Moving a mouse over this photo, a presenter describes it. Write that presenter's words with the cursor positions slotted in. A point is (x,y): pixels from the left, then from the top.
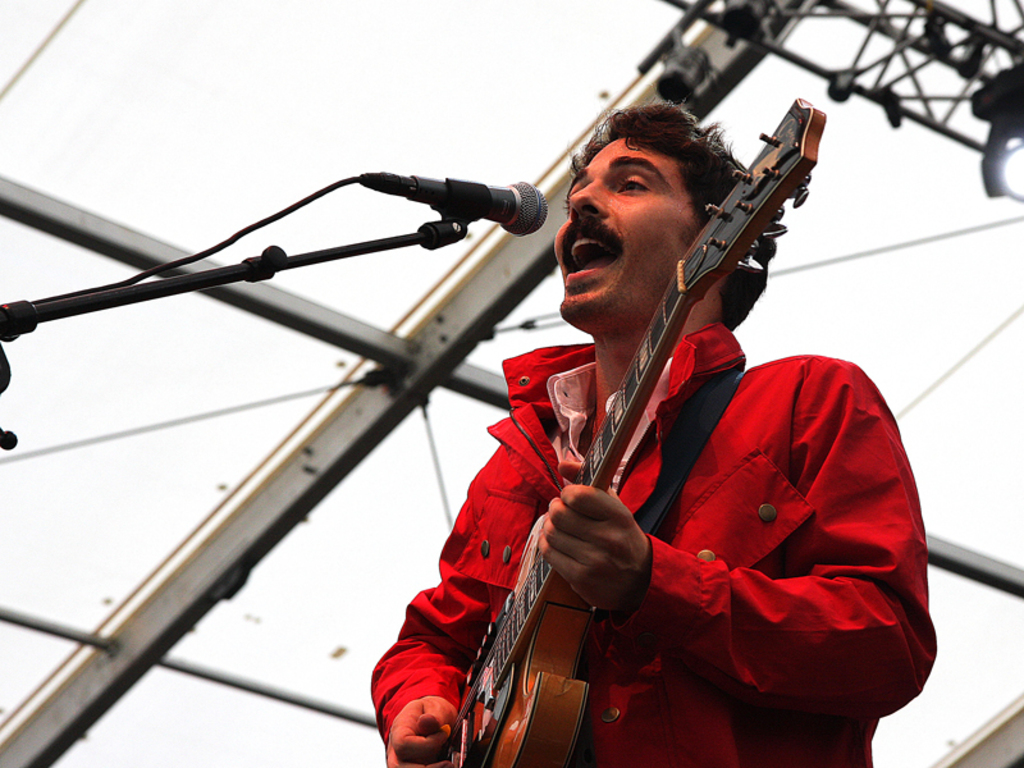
A person (817,543) is playing a guitar (592,455) and singing in-front of mic (416,193). Background (754,50) we can see rods (503,280) and focusing lights (991,147).
